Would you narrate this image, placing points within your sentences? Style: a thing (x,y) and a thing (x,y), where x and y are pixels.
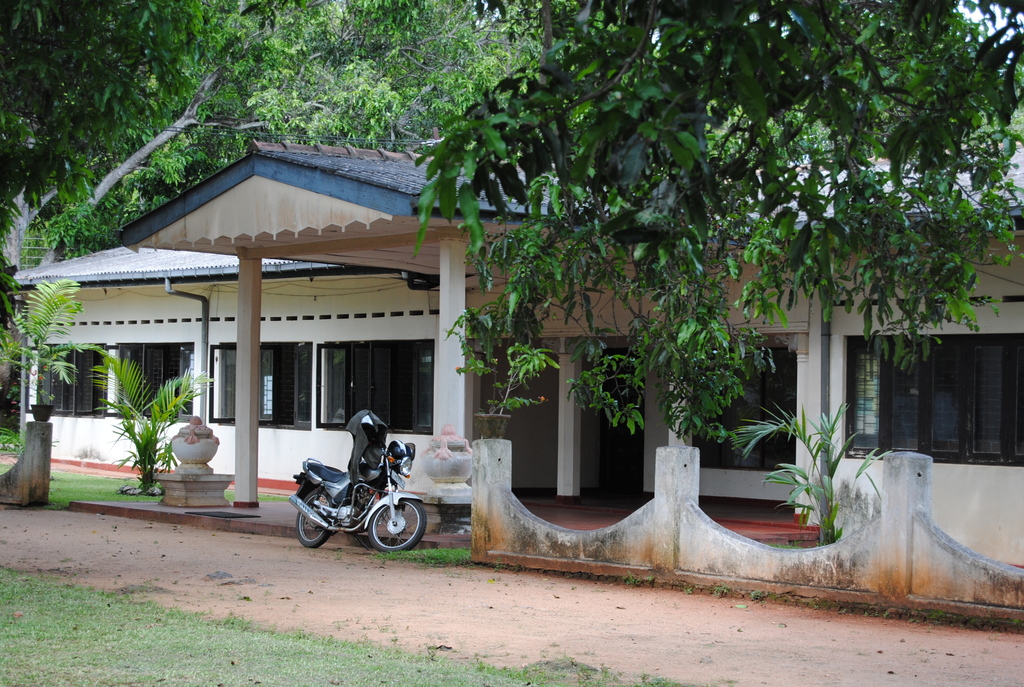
In this image we can see a house (249,301) with windows (413,368) and pillars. In front of the house (449,405) there is a bike (349,503). Also there is a wall (561,529). And there are plants (133,438). And there are many trees (571,120). Also there are some decorative items (210,450) on the pedestals (228,484).
